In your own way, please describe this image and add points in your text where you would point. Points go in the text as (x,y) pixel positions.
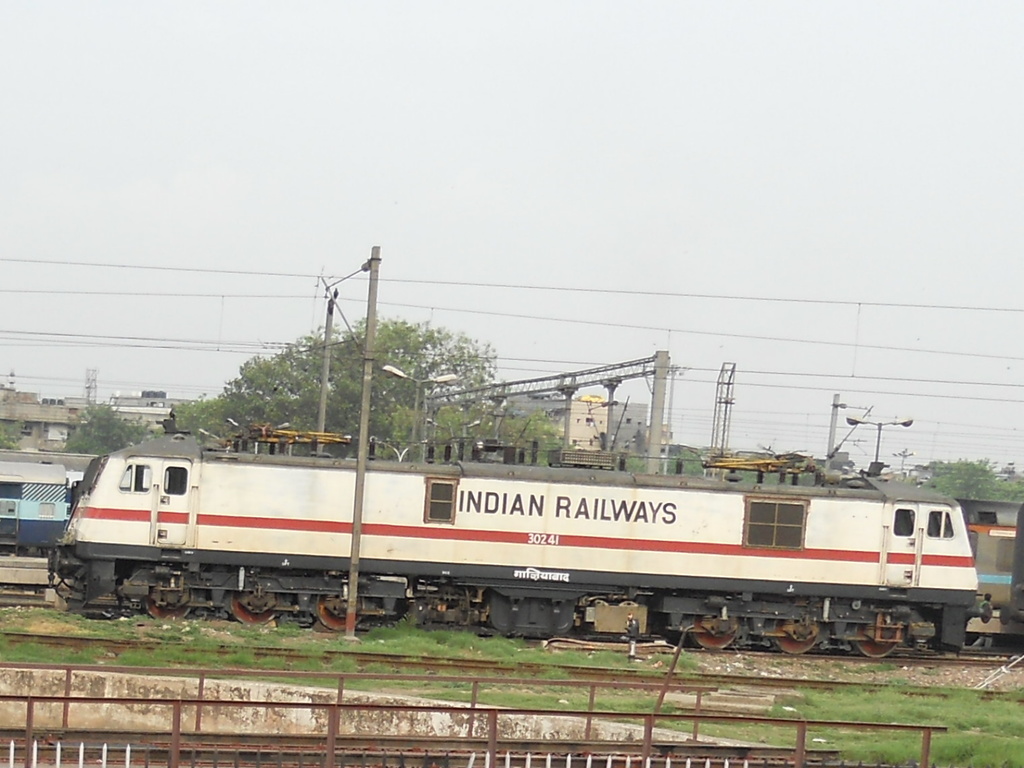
This image is taken in a railway station (313,725). In this image we can see the trains (516,547), track (642,674), grass (965,723), electric poles (324,359) with wires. We can also see the light poles (845,424), trees (358,330) and also the buildings (577,408) in the background (571,416). Sky (679,416) is also visible in this image.
